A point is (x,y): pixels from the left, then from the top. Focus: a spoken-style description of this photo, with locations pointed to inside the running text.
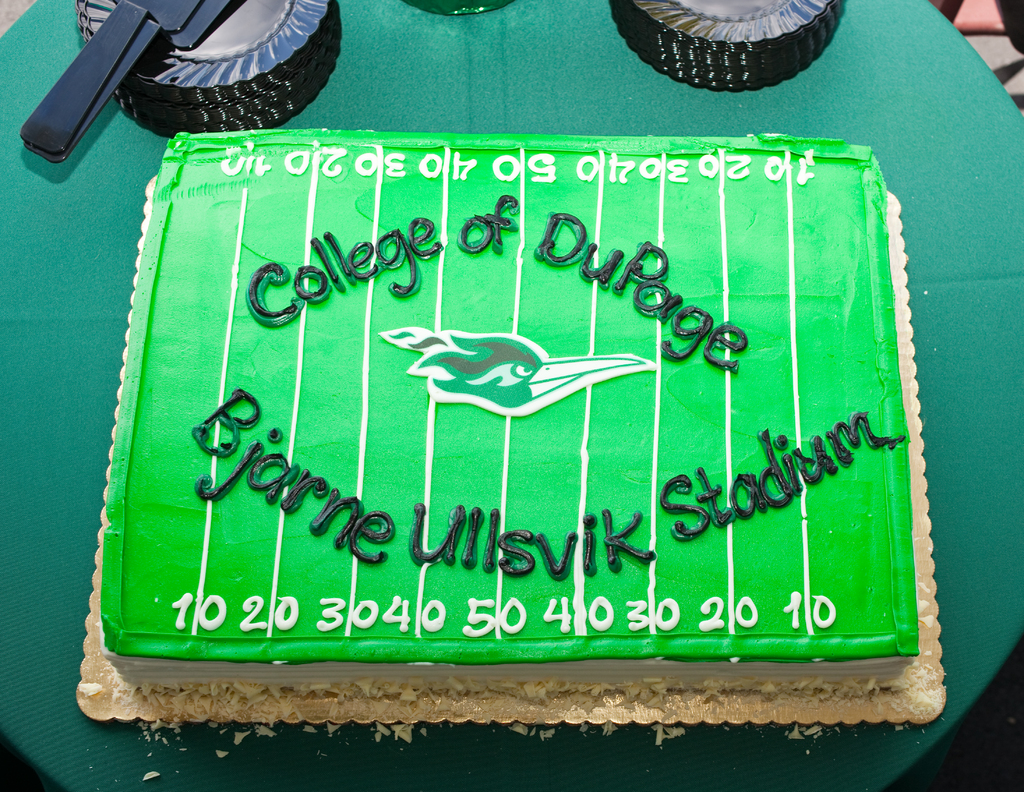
In this image I can see there is a cake (472,345) and there are few things (784,69) on this table (968,222). There is the text (634,513) on this cake (634,475).
